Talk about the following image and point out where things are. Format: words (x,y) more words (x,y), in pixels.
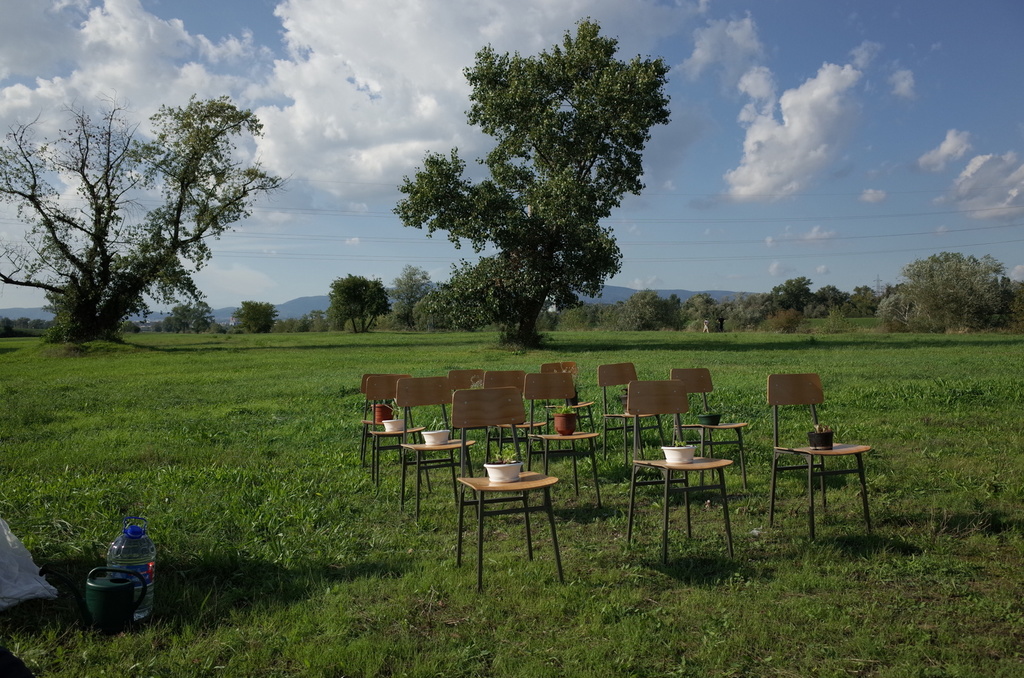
These are the chairs (704,458) with the flower pots (399,423) on it. Here is the grass (1020,389). I can see the trees (444,292) with branches (149,258) and leaves (357,302). These are the clouds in the sky (893,88). I can see a can (140,556) and a kettle (115,600) placed on the grass (156,617).
